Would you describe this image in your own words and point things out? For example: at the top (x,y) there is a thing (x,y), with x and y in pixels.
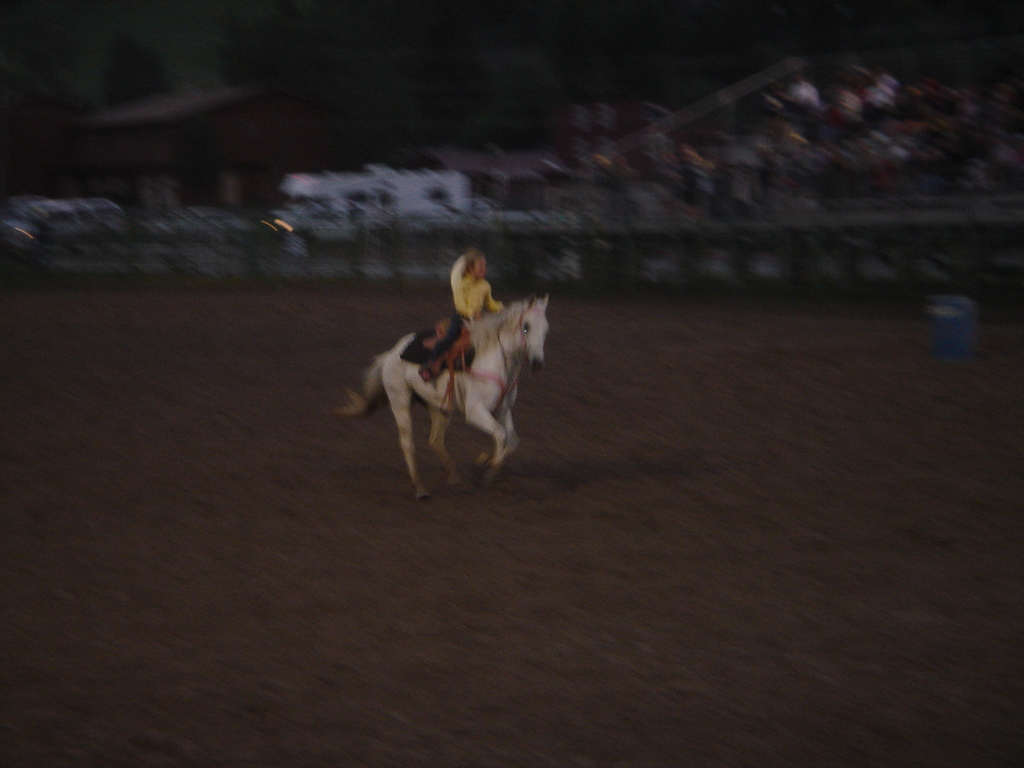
In this image I can see a person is riding a horse (485,416) on the ground (462,445). In the background (599,237) I can see a fence (523,226), crowd (586,153), house (317,133) and trees (351,122). This image is taken during night on the ground (198,596).
